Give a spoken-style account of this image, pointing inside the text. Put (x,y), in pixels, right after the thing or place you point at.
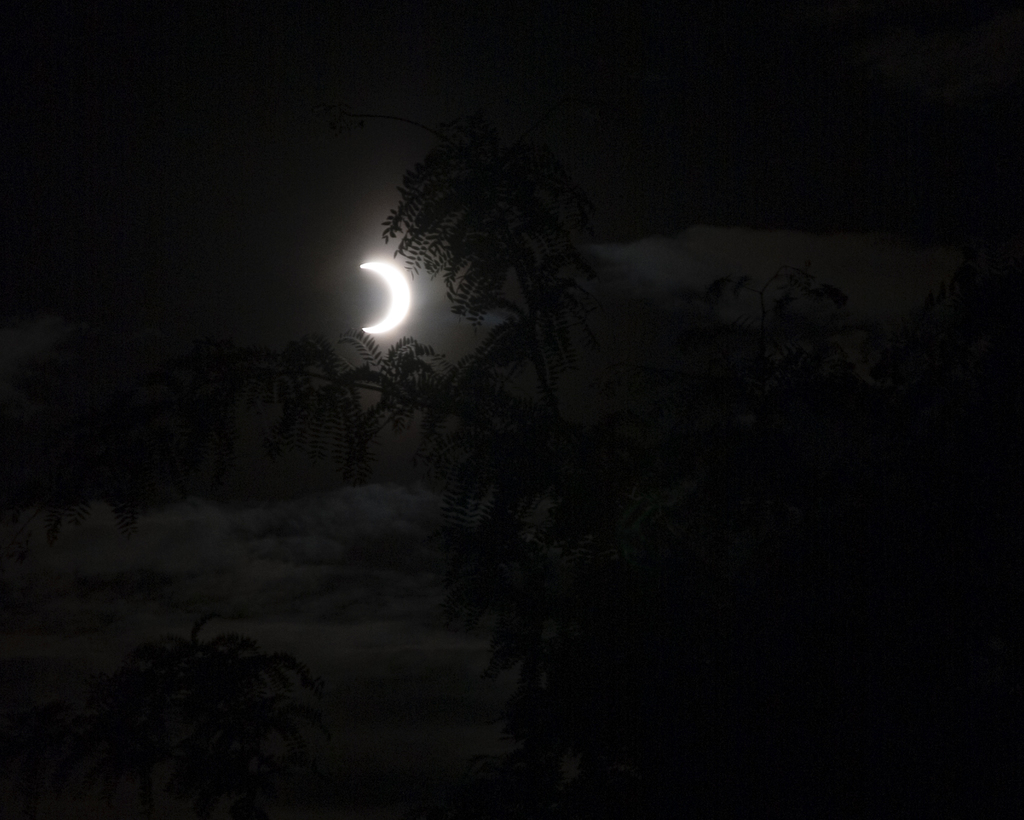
In this image, I can see the trees (479,455) with branches (470,455) and leaves (221,721). I can see a moon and the clouds (329,588) in the sky (248,238).
